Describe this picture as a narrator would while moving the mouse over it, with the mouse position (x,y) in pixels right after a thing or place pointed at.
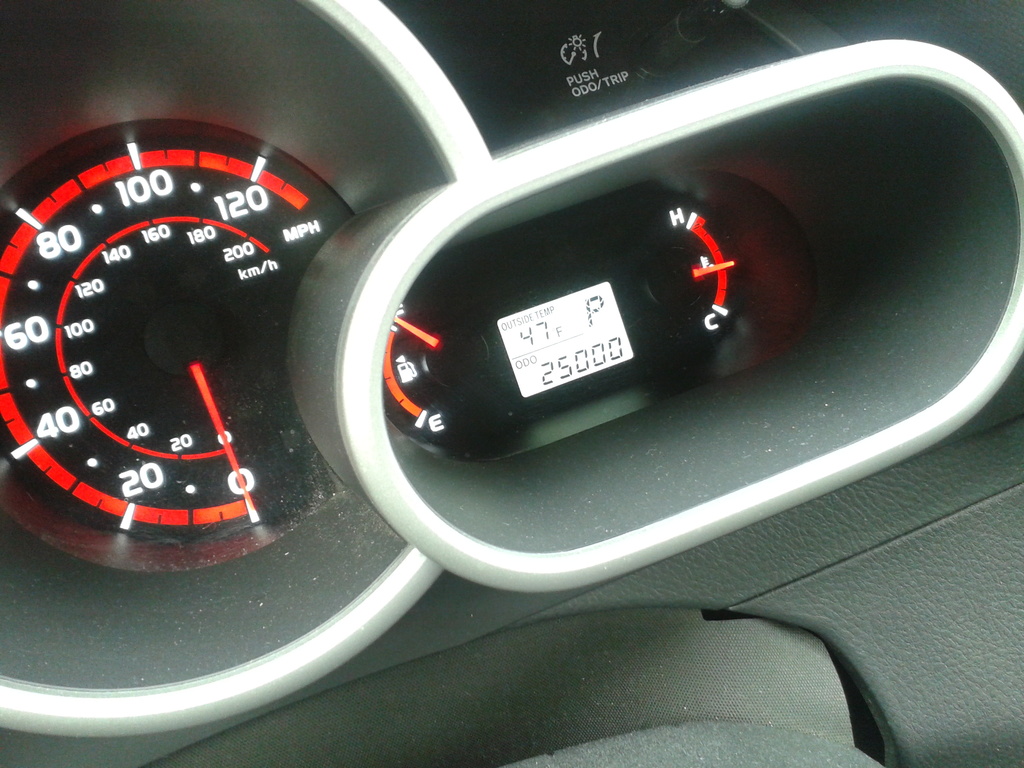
In this picture we can see an inside view of a vehicle (711,617), on the right side (686,325) there is a digital meter (613,339), on the left side (175,381) we can see a speedometer (109,383).
